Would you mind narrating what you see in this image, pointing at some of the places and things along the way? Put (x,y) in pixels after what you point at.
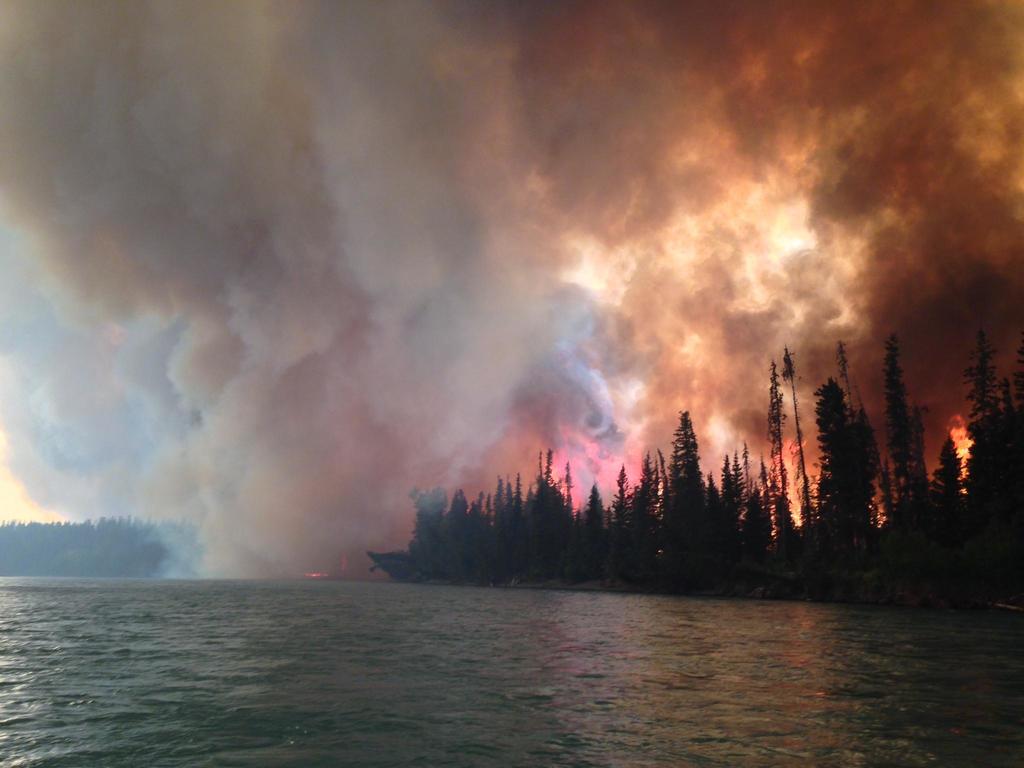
In this picture we can see fire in the forest (873,540). On the bottom (352,729) we can see river (352,729). On the right (885,394) we can see many trees (450,519). Here it's a sky (4,463). On the top (356,23) we can see smoke (365,44).
